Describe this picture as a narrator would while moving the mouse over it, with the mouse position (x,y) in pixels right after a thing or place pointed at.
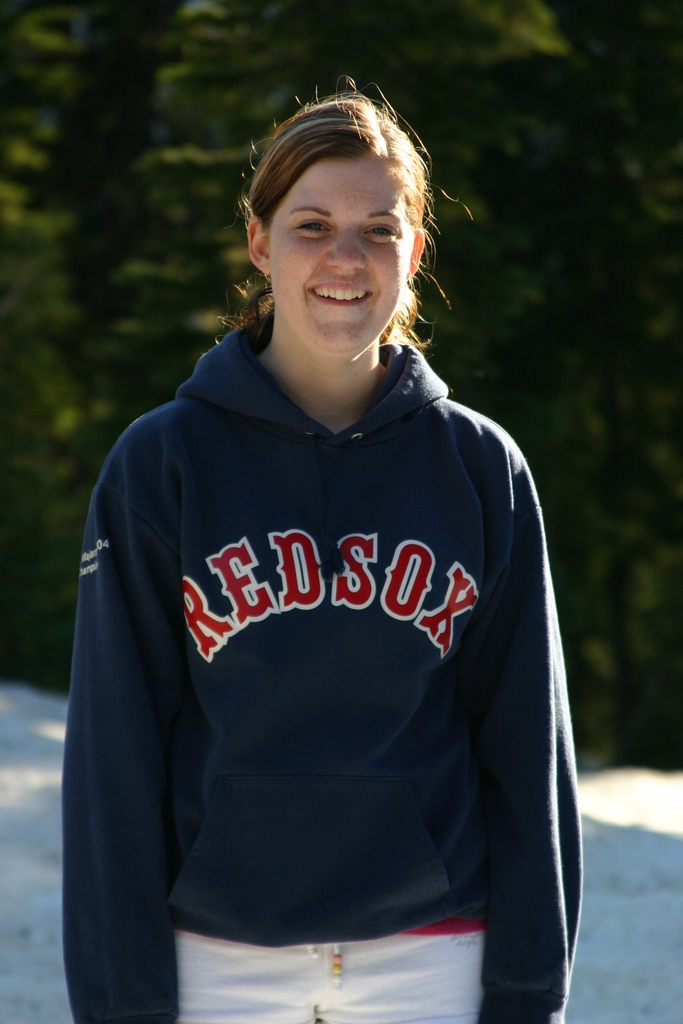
In this image we can see a lady (112,714) standing and posing for a picture, behind her there are trees (513,27).
